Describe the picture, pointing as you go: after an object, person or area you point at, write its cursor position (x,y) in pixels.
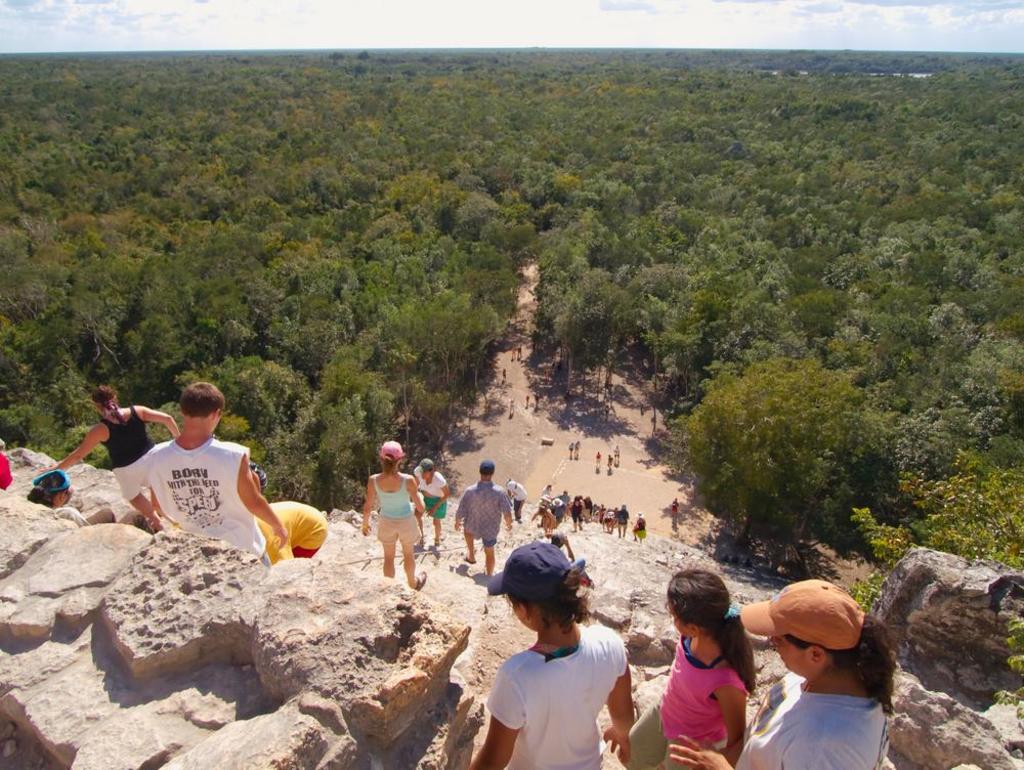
In this image, I can see few people (278,526) standing and few people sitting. This looks like a hill (595,537). These are the trees (444,190) with branches (781,272) and leaves (488,236). I think this is the forest (726,96). At the top of the image (129,29), I can see the sky (870,19).
